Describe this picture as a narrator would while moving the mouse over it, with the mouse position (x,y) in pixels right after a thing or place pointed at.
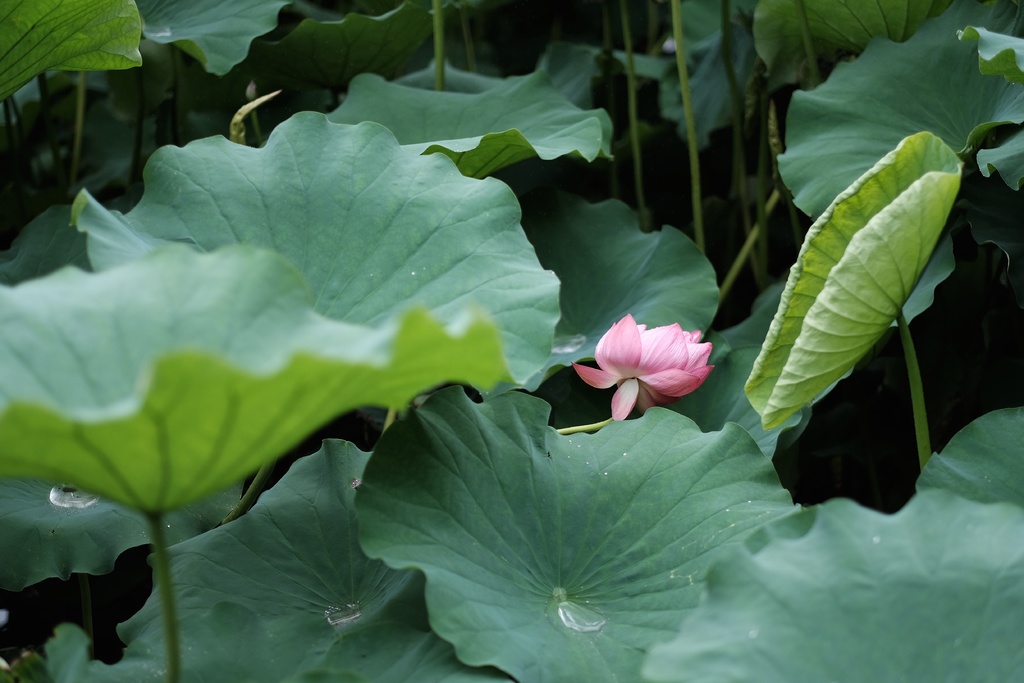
In this image we can see there is a flower (646,370). There are leaves (801,351) and stems (921,440).
